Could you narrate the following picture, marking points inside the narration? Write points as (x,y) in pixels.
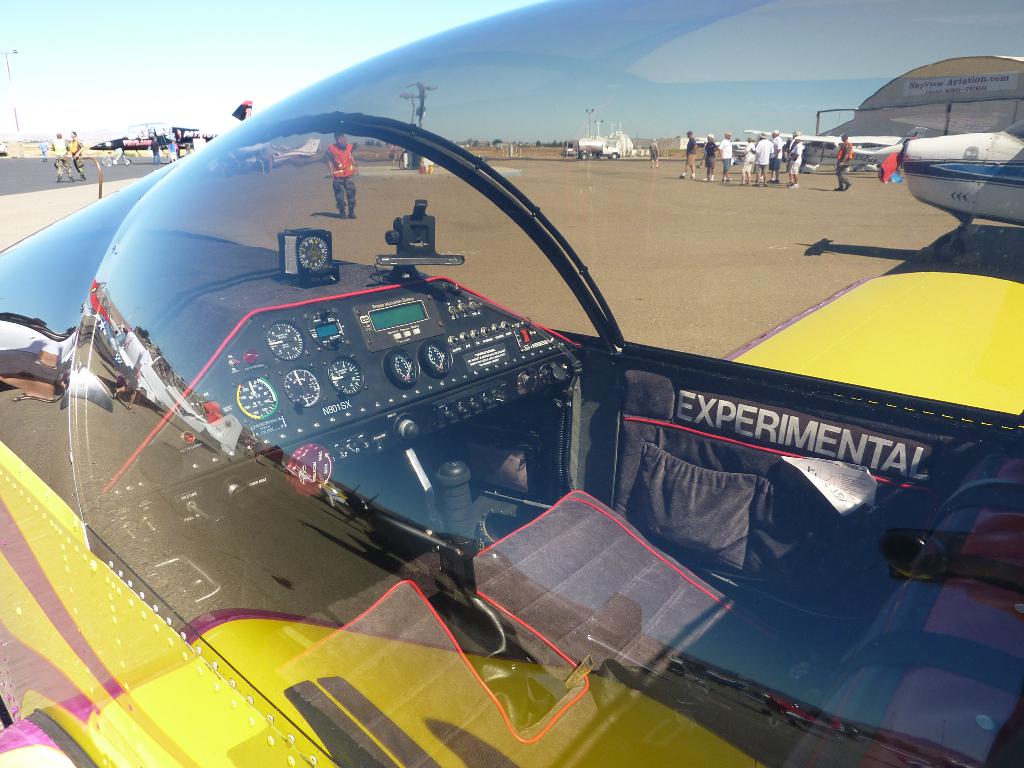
As we can see in the image there are planes (963,155), group of people (654,145), vehicles (620,150), current pole (424,106) and at the top (295,76) there is sky (233,51).
